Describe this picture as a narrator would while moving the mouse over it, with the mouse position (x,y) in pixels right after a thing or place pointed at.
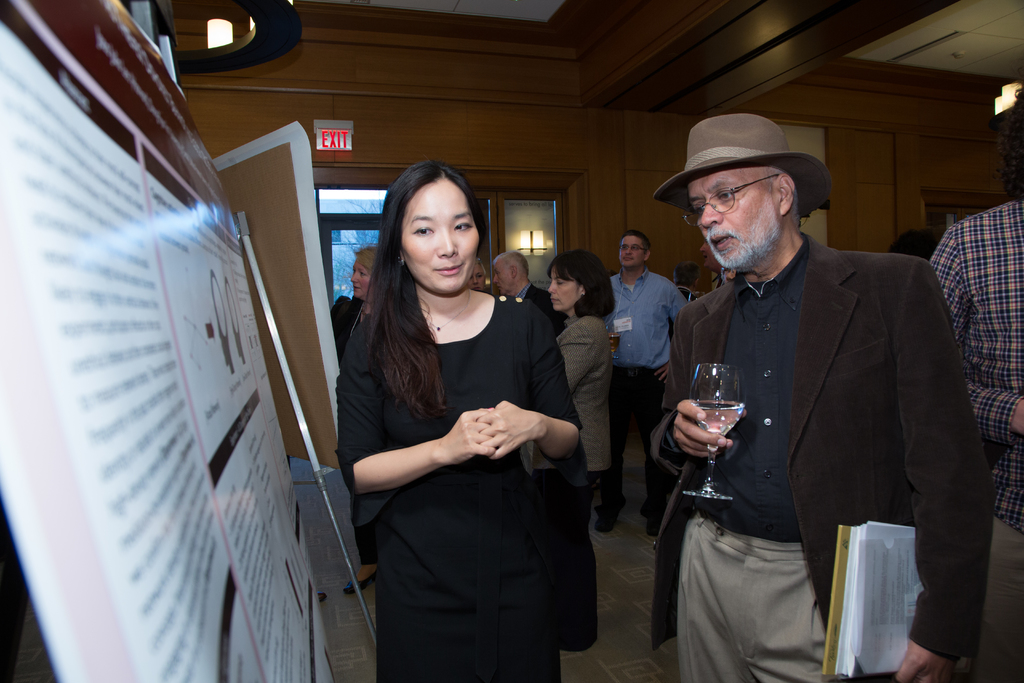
In this image I can see number of people (381,426) are standing and in the front (888,439) I can see one man (753,402) is holding a glass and few white colour papers (846,611). I can see he is wearing a specs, a hat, shirt (785,536), pant (798,593) and a blazer (833,272). On the left side (73,135) I can see two boards (279,254) and on one board (110,544) I can see something is written. In the background (354,199) I can see a door (517,231), a window (378,229) and an exit sign board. I can also see few lights (281,55) on the both sides of the image.
